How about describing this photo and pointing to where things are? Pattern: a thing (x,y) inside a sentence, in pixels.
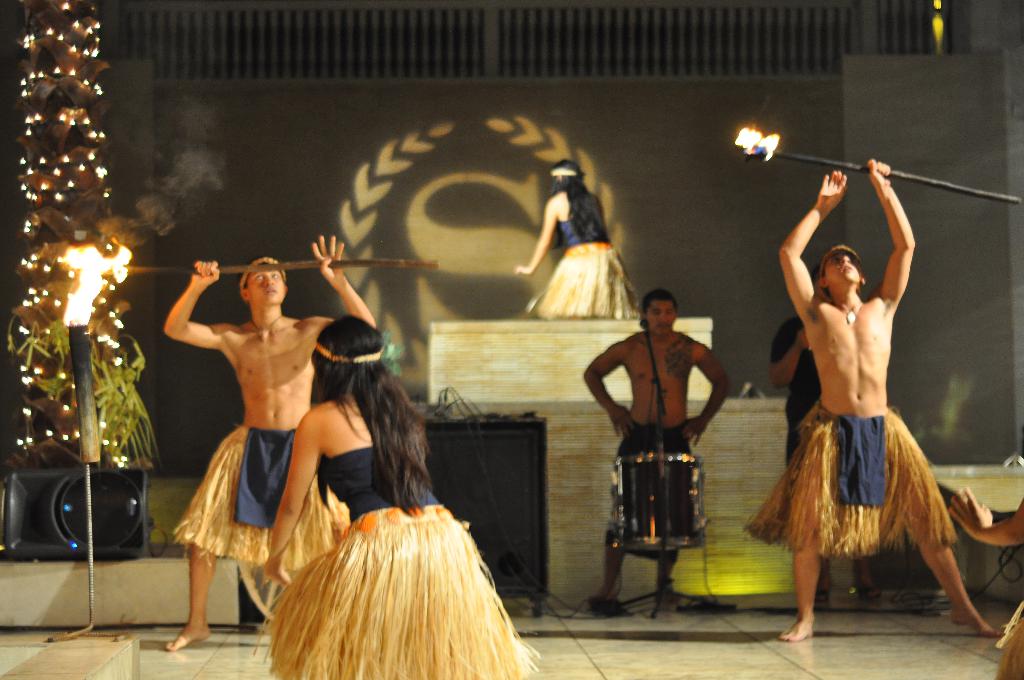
In this picture we can see group of people (340,425), they wore costumes (802,509), in the middle of the image (664,374) we can see a man (651,366), in front of him we can see a drum (647,474), in the background (522,456) we can find few speakers (545,473), tree (98,226), lights (42,161) and painting (444,194) on the wall (444,194), on the left side of the image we can see fire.
